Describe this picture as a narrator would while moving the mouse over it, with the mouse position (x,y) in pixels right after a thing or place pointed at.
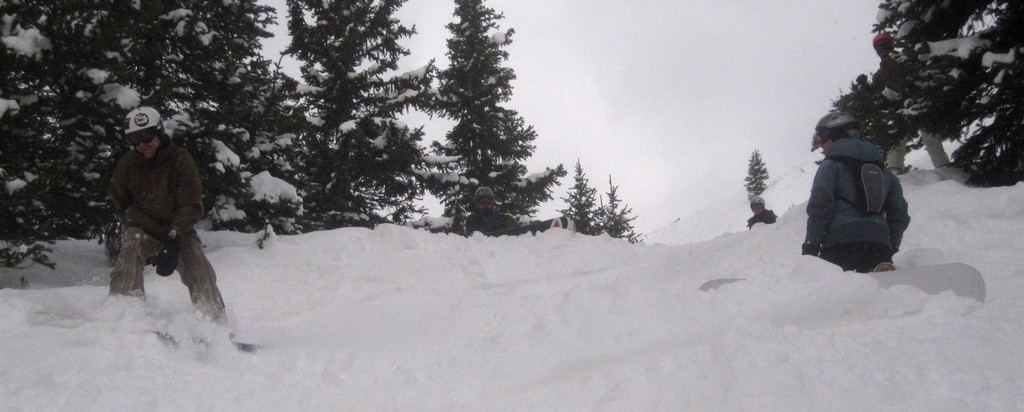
In this image, on the left (162,176), there is a person (144,235) standing on the ski board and wearing a coat (147,174) and helmet (137,128) and gloves (167,251) and on the right (821,184), there are some other people (821,199) and we can see people (812,224) wearing coats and helmets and there are ski boards (571,221). In the background (363,122), there are trees (363,122) covered by snow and at the bottom (507,324), there is snow (482,330).
